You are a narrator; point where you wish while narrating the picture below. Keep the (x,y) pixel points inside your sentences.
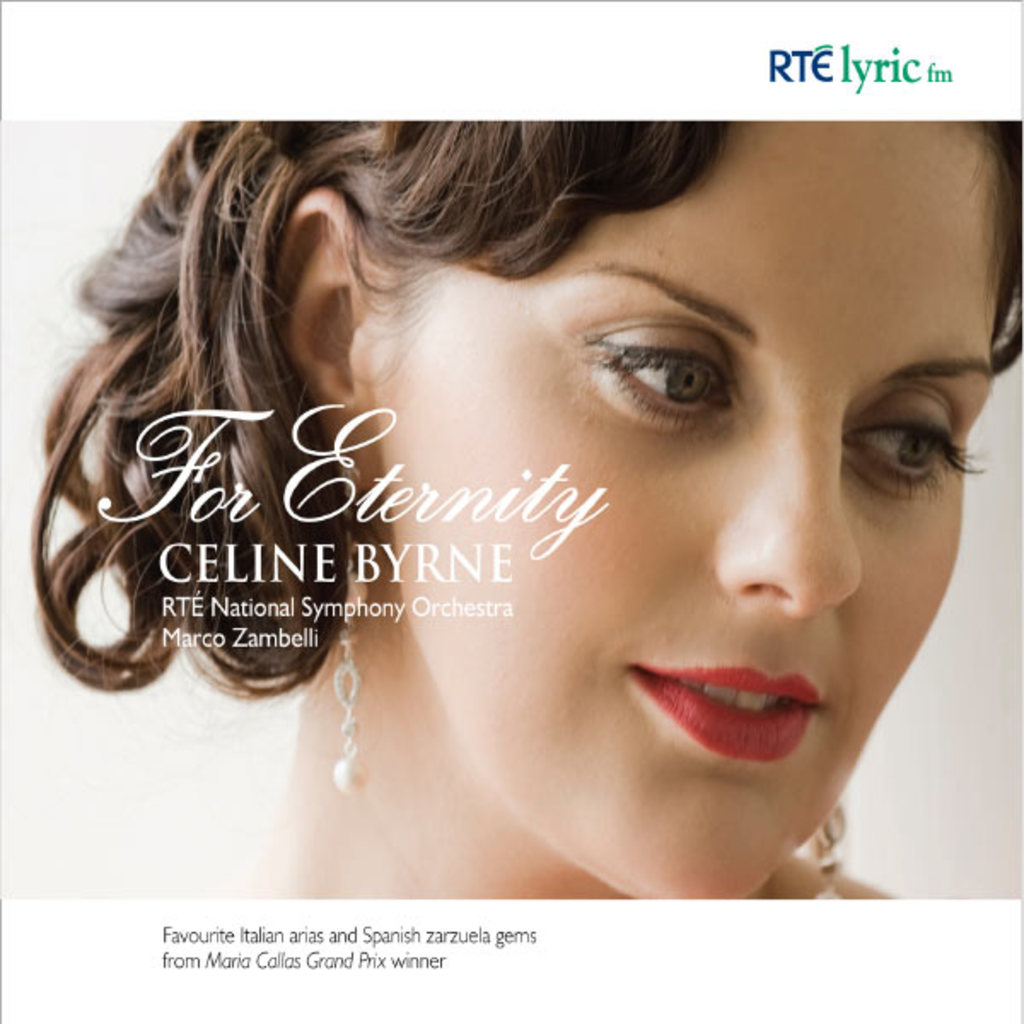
There is a face (567,538) of a woman (575,539) present as we can see in the middle of this image (596,546). There is some text (296,504) written on the left side of this image (325,559). There is a logo text (815,65) at the top right corner of this image (834,76) and at the bottom of this image (362,951) as well.
